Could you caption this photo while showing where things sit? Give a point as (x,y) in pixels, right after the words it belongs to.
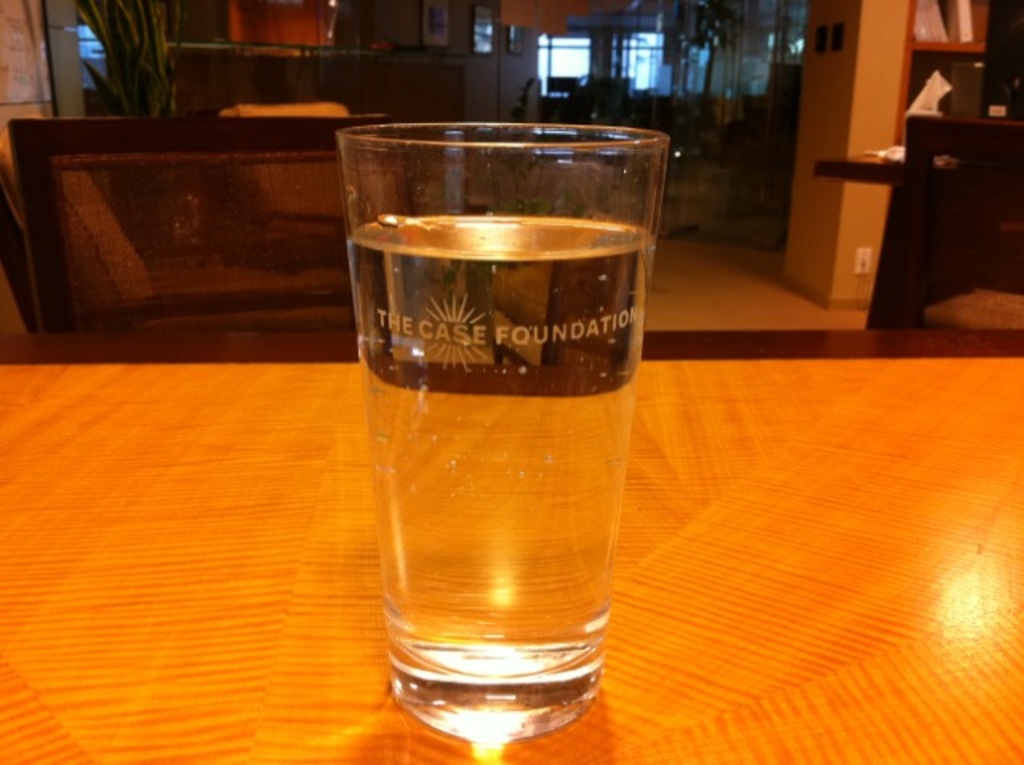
In the image we can see there is a glass (547,505) of water (523,450) on the table (886,611).
